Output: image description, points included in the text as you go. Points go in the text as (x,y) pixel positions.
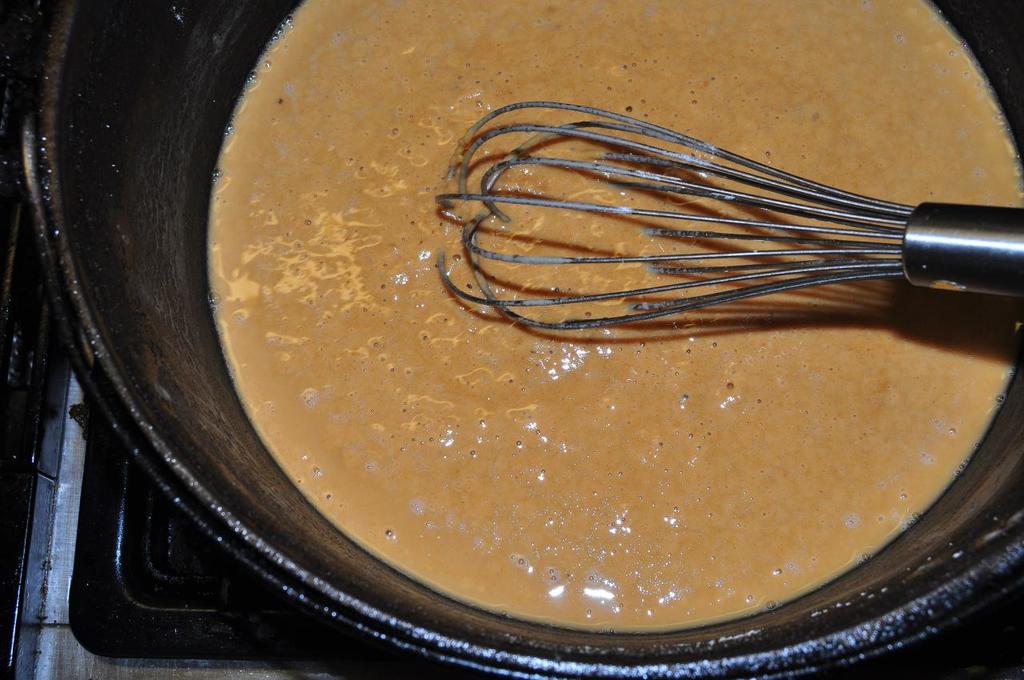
In this image there is some liquid (723,378) in the bowl (78,68) and some stirrer (487,288).
